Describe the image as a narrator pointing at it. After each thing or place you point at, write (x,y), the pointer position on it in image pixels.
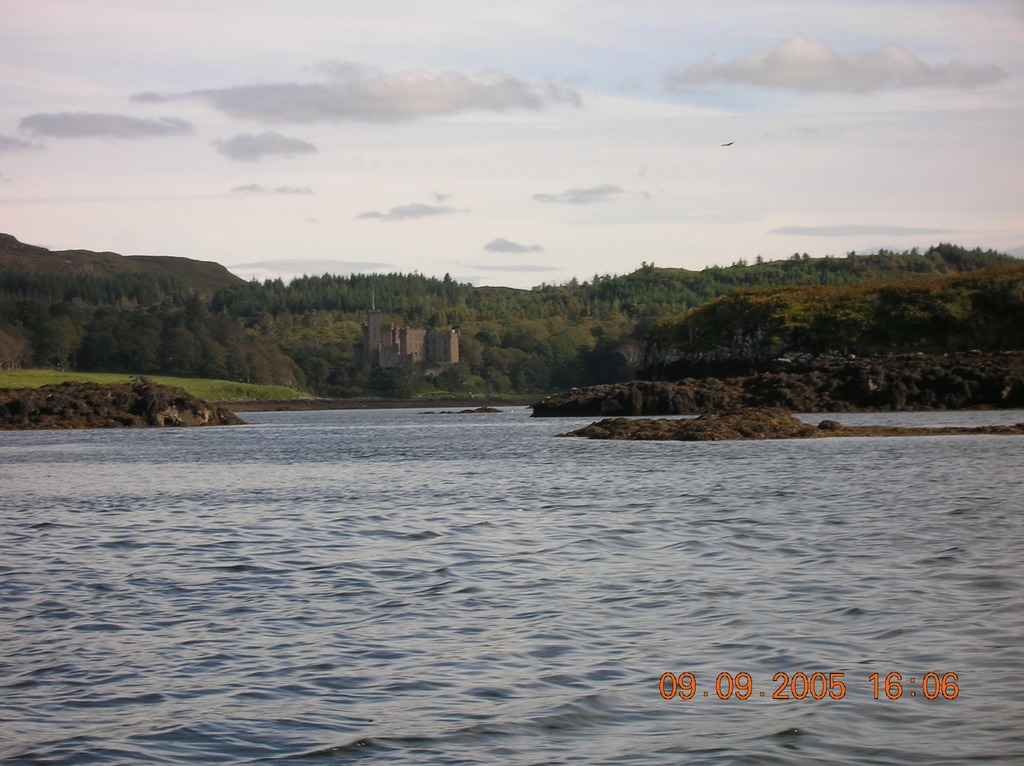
In this image we can see water (421,475), building (425,359), trees (24,343), hills (65,264), sky (410,155) and clouds (404,69).
